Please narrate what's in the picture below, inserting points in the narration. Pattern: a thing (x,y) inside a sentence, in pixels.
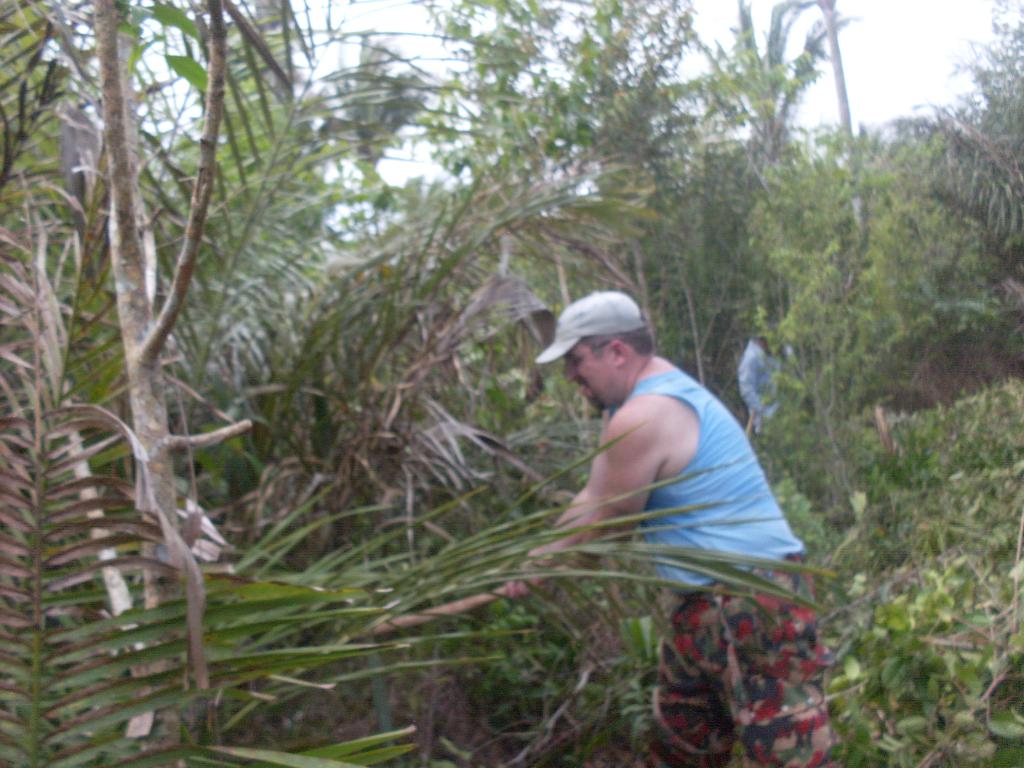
In this picture there is a man (675,404) standing and holding the object (427,614). At the back (825,215) there is a person (773,390) and there are trees (677,347). At the top (706,47) there is sky (709,63).
